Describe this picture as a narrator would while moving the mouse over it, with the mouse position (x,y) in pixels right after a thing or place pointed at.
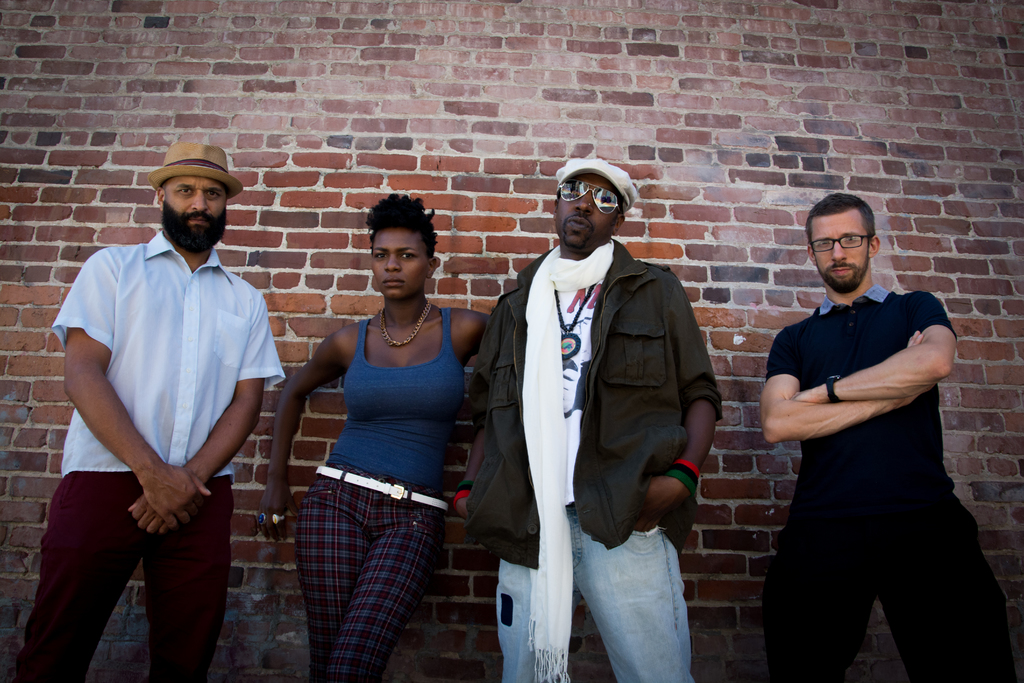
In the foreground of this image (389,474), there are three men (629,489) and a woman (367,525) standing near a brick wall (497,74).
